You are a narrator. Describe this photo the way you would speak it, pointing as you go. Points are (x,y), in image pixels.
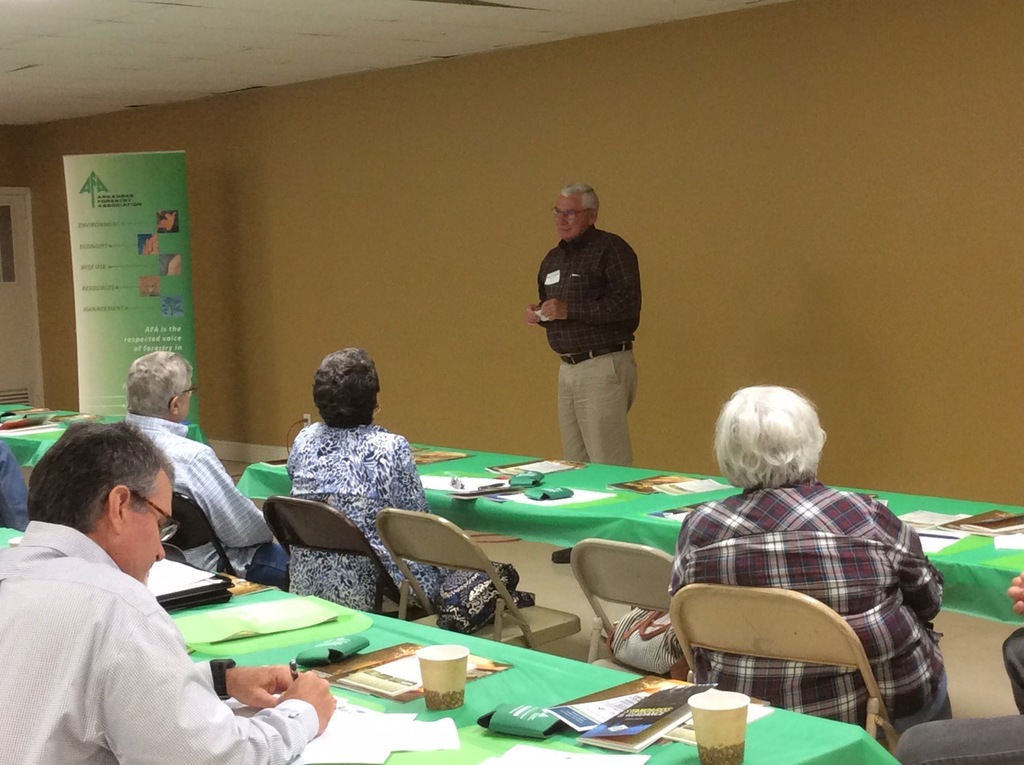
This picture shows few people (53,479) seated on the chairs (869,704) and we see few tables (848,736) and we see papers (558,759), cups (436,663) and few books (619,719) on the tables (439,462) and we see a man (590,430) standing and speaking holding a paper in his hand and he wore spectacles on his face (580,202) and we see a hoarding (82,383) on the side.
